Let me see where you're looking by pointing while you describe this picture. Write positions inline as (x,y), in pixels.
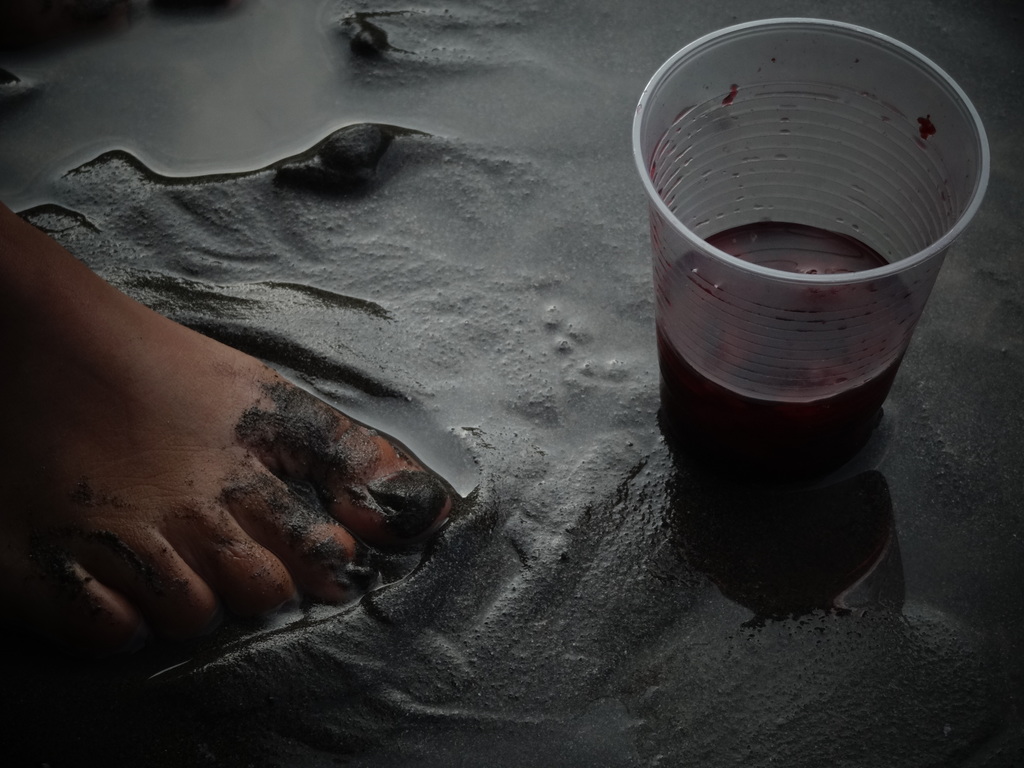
In this image we can see there is a person's leg (286,450) on the sand (420,244) and there is a water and a cup (804,110) with a drink (769,410).
